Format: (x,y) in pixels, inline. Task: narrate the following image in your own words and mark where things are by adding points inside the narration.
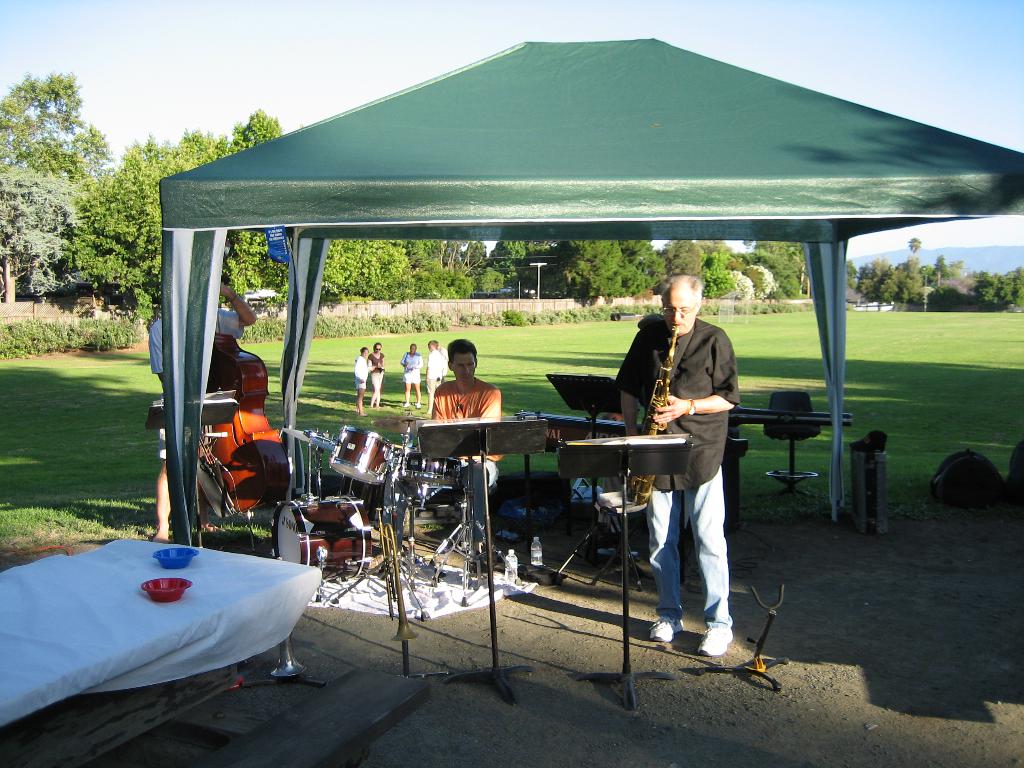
In this picture there are people (483,387), among them there is a man (717,359) standing and playing a musical instrument (657,420) and we can see stands (497,452), musical instruments (329,440), bottles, cloth (176,621), tent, bowls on the table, grass (891,471) and objects (790,436). In the background of the image (450,269) we can see trees (618,280), plants (431,321), poles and sky (920,117).
